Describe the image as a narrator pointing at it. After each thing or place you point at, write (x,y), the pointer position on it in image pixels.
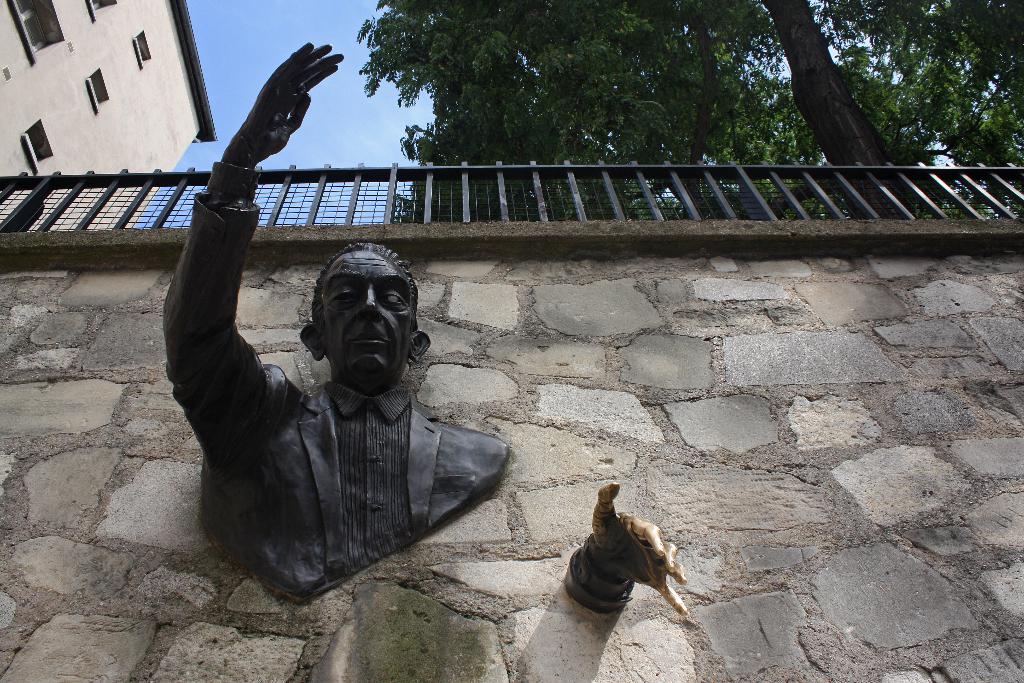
This picture is clicked outside. In the foreground (598,444) there is a sculpture (229,236) of a person (377,505) and a sculpture (641,557) of a hand (648,548) attached to the stone wall (676,372). At the top (233,61) we can see the sky (261,30), building (180,11), tree (670,91) and a guard rail (779,192).
